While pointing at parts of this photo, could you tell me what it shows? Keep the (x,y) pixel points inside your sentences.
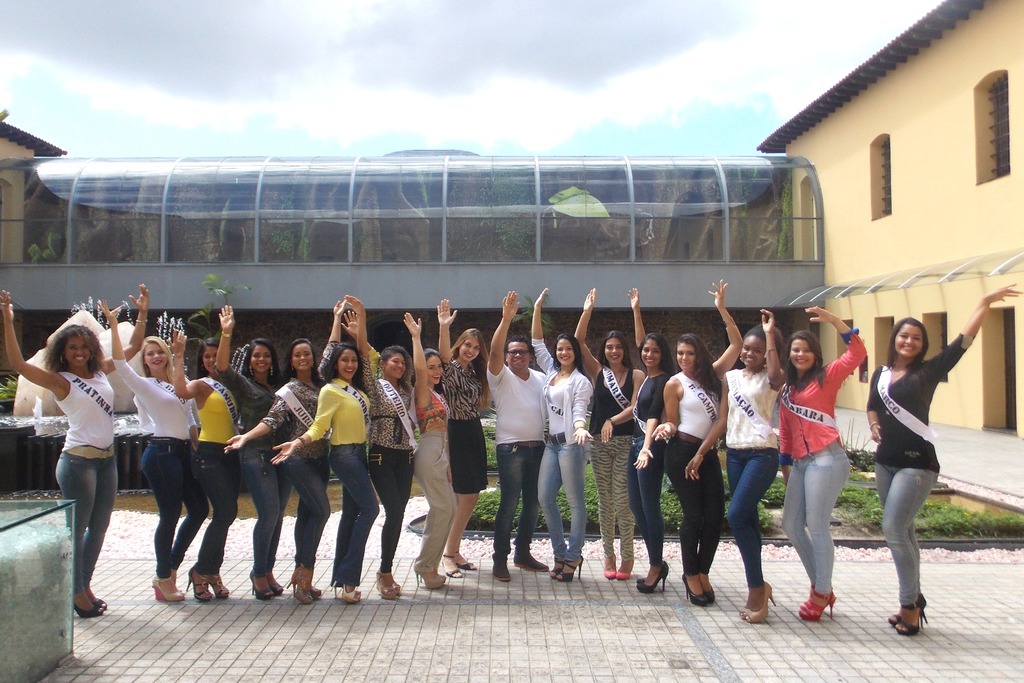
In this image I can see the group of people (452,410) standing and wearing the different color dresses (547,452). In the background (210,333) I can see the plants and fountain (44,426). To the side there are buildings (750,189) and windows (890,167) to it. I can also see the sky (490,89) in the back (496,98).
